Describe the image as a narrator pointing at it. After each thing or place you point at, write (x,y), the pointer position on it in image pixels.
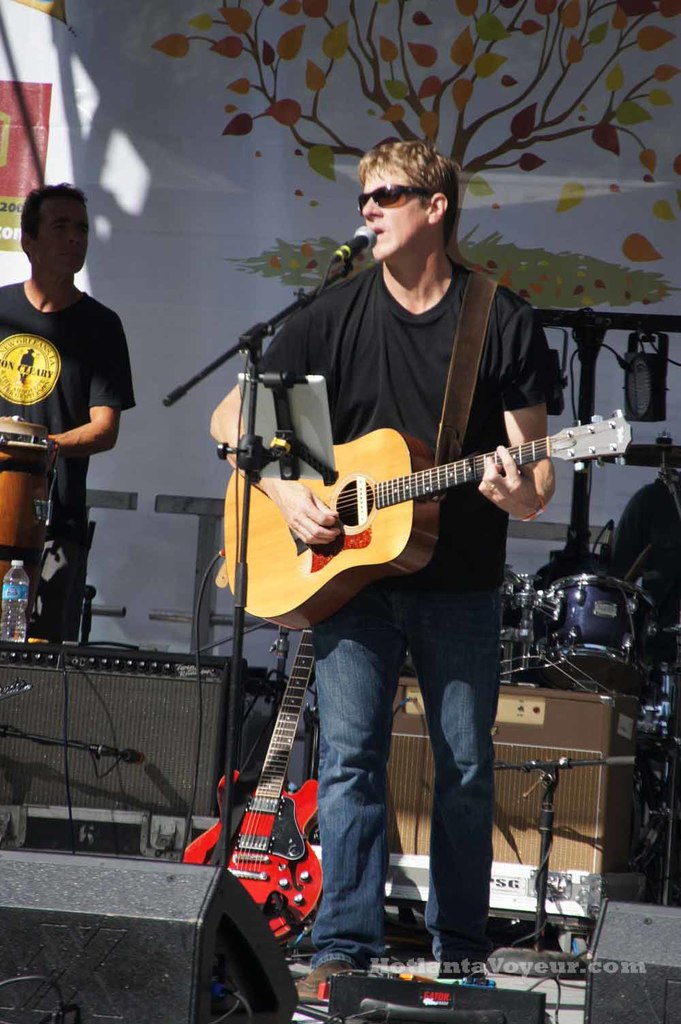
Here in the middle (335,393) we can see a person (457,176) playing a guitar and singing a song with a microphone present in front of him and behind him we can see another person (624,545) playing drums (32,487) and there is a water bottle (20,586) present and guitars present and there is a tree (399,13) sticking on the wall (317,247).
